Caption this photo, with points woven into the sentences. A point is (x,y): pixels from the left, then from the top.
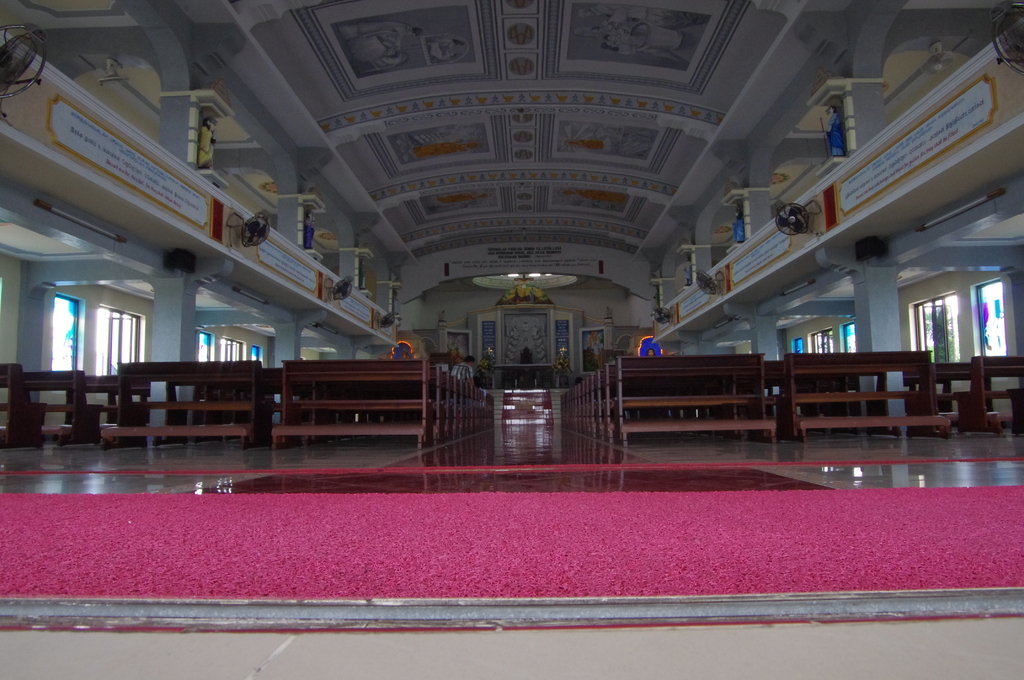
In this image in the center (439,373) there are benches (442,389) and on the left side of the wall (269,258) there are fans (245,230) and there is some text (161,186) written on the wall (232,233). On the right side of the wall (810,224) there are fans (795,227) and there is some text (858,201) written on the wall (735,263). In the front (468,530) on the floor (562,542) there is a mat (718,552).
